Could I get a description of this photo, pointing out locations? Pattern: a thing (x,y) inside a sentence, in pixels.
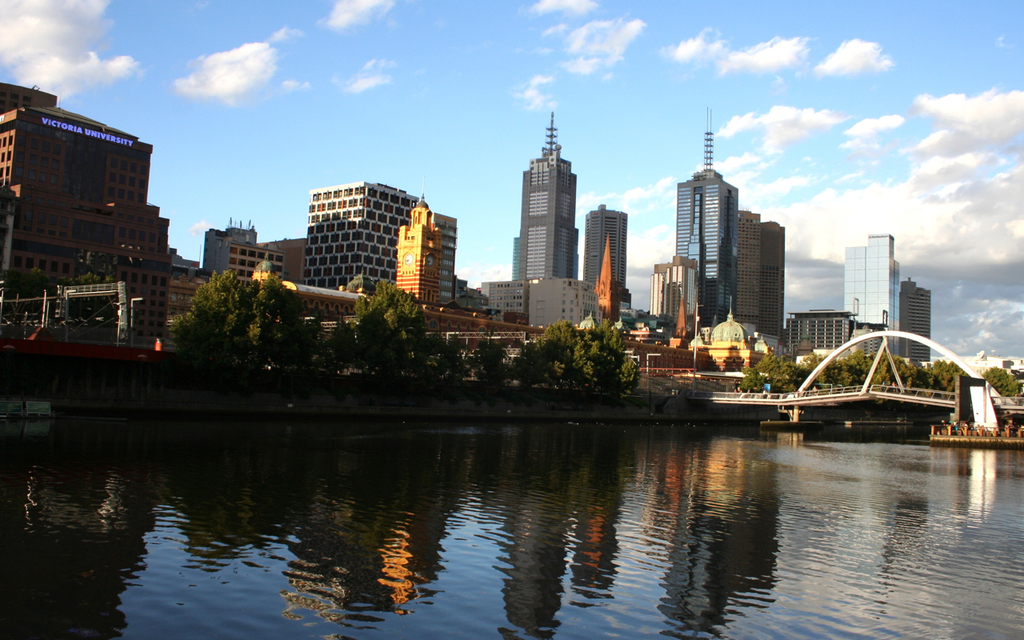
In the picture I can see buildings (494,293), trees (596,379), a bridge (799,406), the water (473,491) and some other objects (510,347). In the background (354,67) I can see the sky (311,102).
